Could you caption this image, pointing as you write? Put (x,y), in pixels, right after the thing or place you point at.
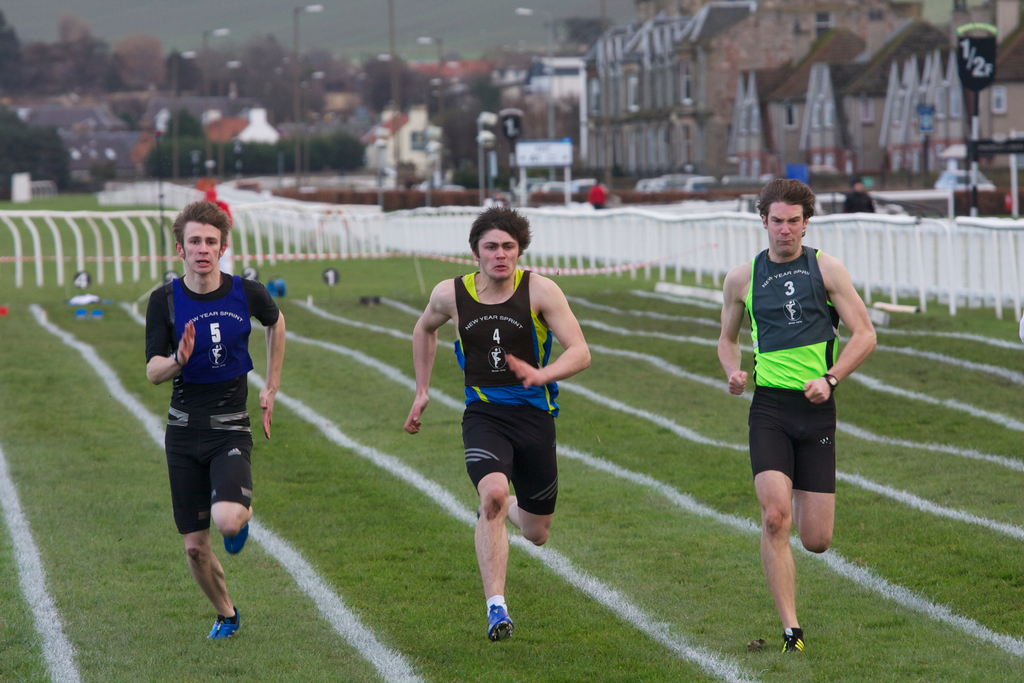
In this image I can see an open grass ground (592,452) and on it I can see three men (247,364) are running. I can see all of them are wearing sports jerseys (176,405), shoes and on their jerseys (750,269) I can see something is written. In the background (425,233) I can see number of white colour iron poles (363,227), few things (286,282) on the ground (313,274), few boards (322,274), number of poles (160,177), number of street lights (381,132), number of trees (334,132), number of buildings (604,64), few boards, few people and on these boards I can see something is written. On the top left side of the image (279,12) I can see the hill (472,16) and I can also see this image is little bit blurry in the background (523,113).
